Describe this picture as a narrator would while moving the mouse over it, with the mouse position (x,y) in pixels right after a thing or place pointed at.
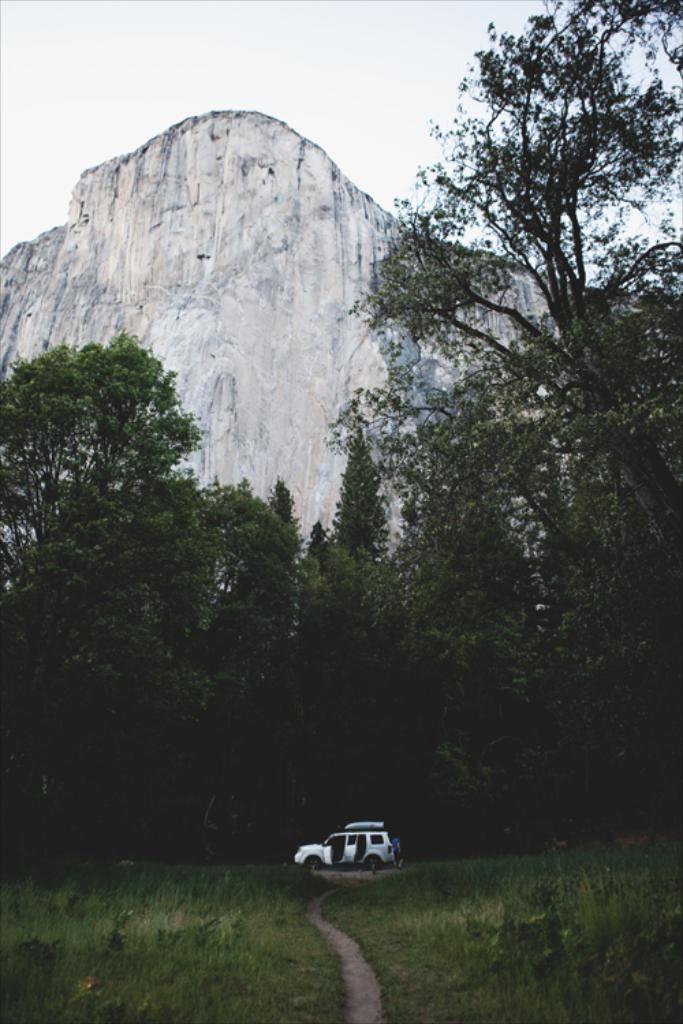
This picture is clicked outside. In the center (241,613) we can see a car (382,848) seems to be parked on the ground (223,869) and we can see the green grass (584,907), trees (368,622) and rocks (295,258). In the background (291,22) we can see the sky (392,128).
